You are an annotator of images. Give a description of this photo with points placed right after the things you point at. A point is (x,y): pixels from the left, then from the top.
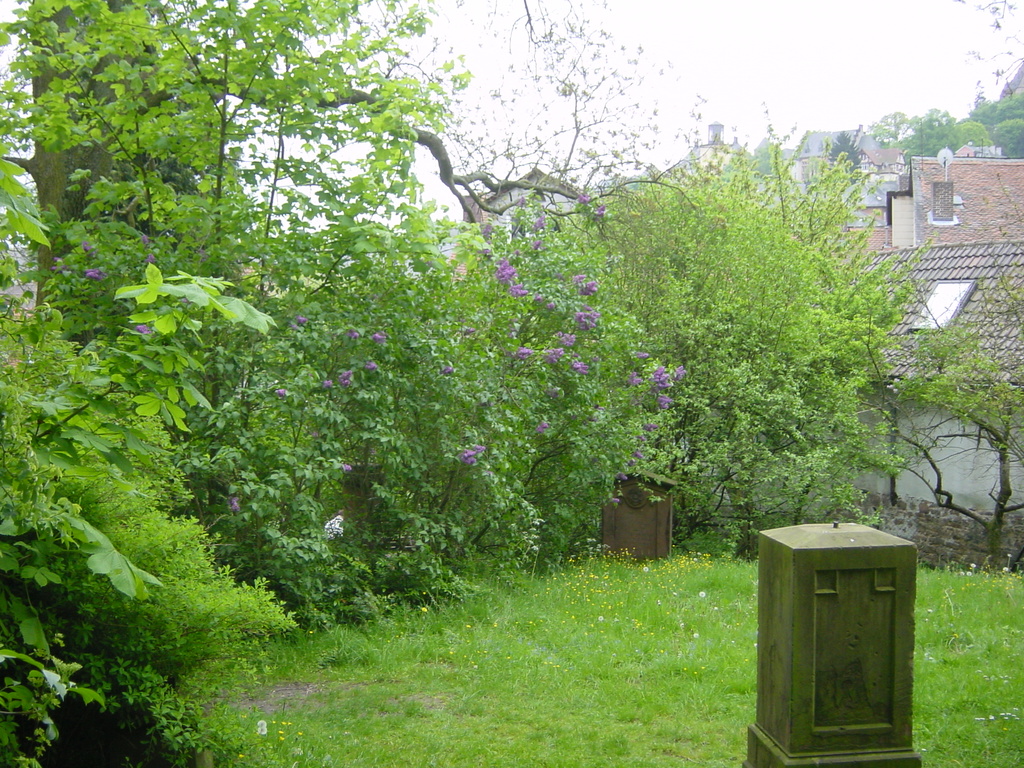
This picture is clicked outside. On the right (858,587) there is an object (853,646) and we can see the green grass (531,647), trees (487,355) and flowers (589,323). In the background (723,69) we can see the sky (834,124) and some houses (956,187) and the trees (757,183).
